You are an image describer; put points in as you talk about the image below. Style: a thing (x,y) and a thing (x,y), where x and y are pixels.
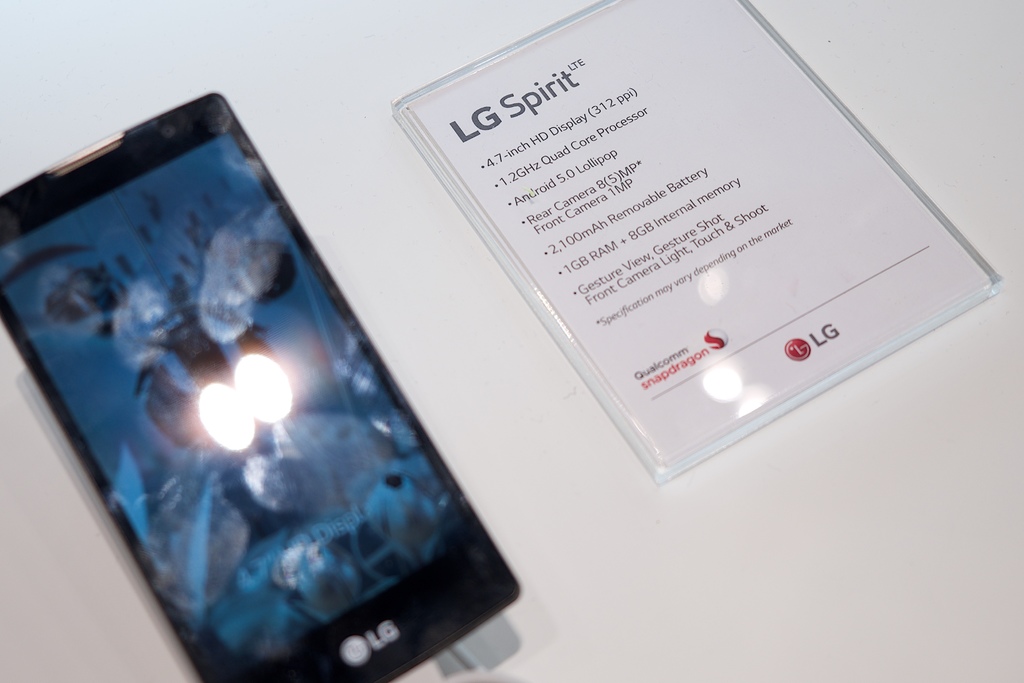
In this picture I can see there is a smart phone (222,291) and it has a display (295,426), there are some specifications (616,218) listed on the right side (776,271). The phone (215,466) is placed on a white surface (76,1).
